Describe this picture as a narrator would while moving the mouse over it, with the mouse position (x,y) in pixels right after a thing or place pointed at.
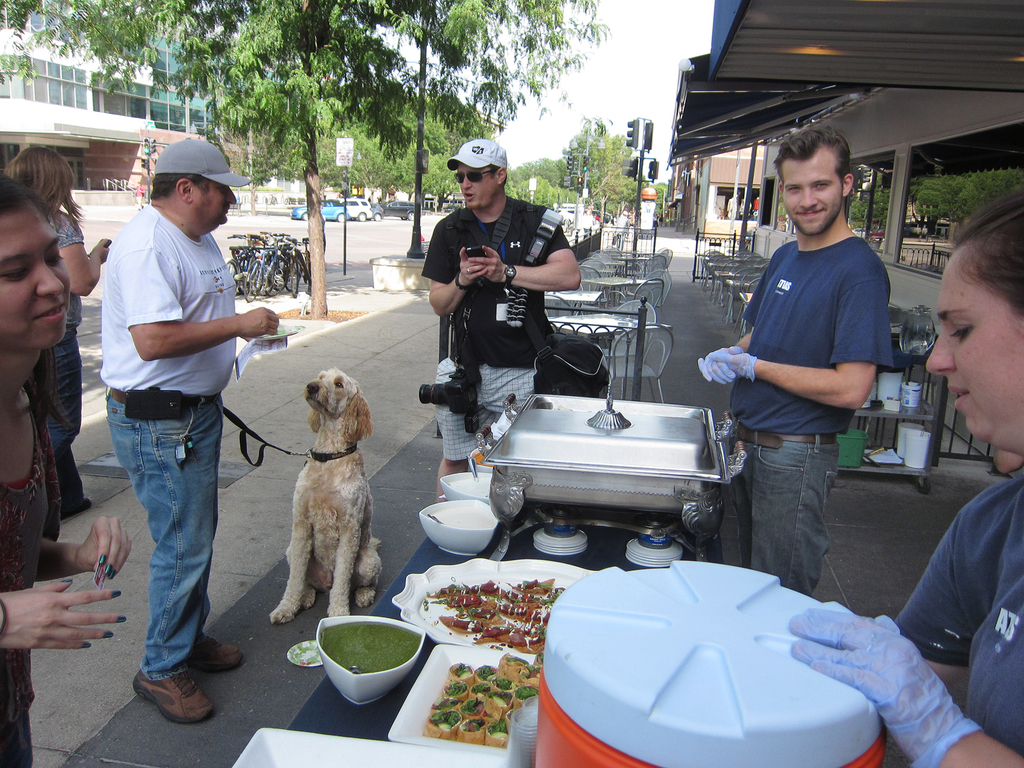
There are three members (106,291) standing in front of a table (465,676). On the other side two of them are standing near some food (474,602) on the table (604,534). One middle guy (151,464) is holding a plate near the dog (312,469) which is sitting in front of him. In the background (326,116) there are some trees (262,64), buildings (160,85), bicycles (275,256) and cars (364,208). We can observe some traffic signals (586,157) and sky (609,70).
